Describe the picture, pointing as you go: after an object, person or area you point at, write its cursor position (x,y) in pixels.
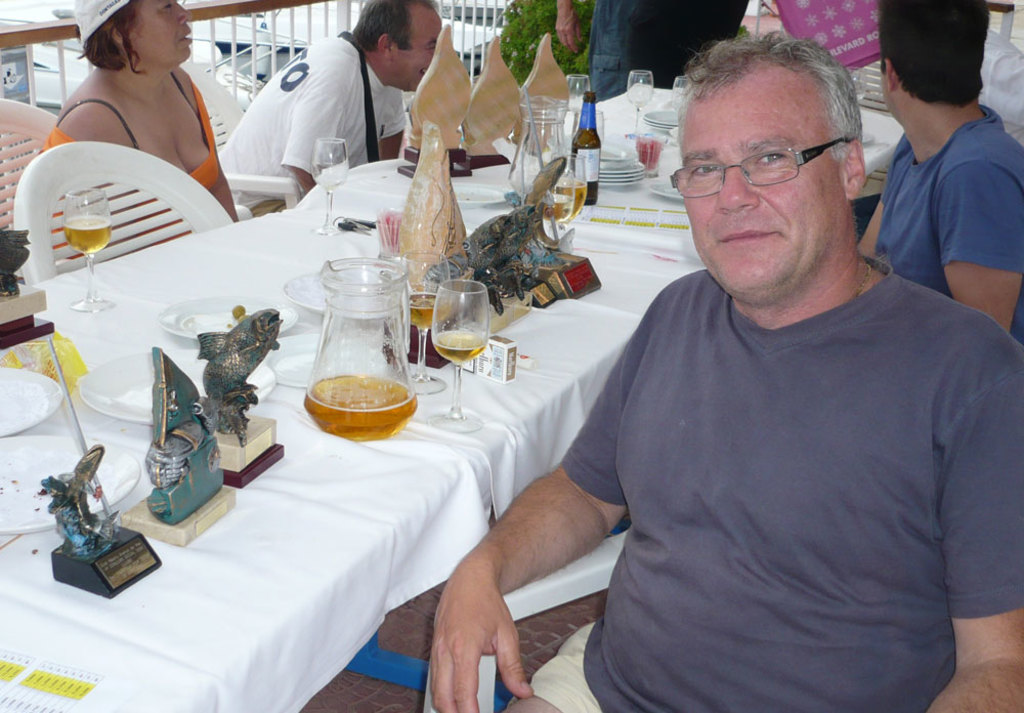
In this image i can see few persons (356,82) sitting on chairs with a table (400,522) in front of them. On the table (431,399) i can see a glass jar (384,426), a wine glass (477,349) and some more objects (222,378). In the back ground (522,73) i can see a plant (520,36), a railing (290,44) and few empty chairs (96,167).
